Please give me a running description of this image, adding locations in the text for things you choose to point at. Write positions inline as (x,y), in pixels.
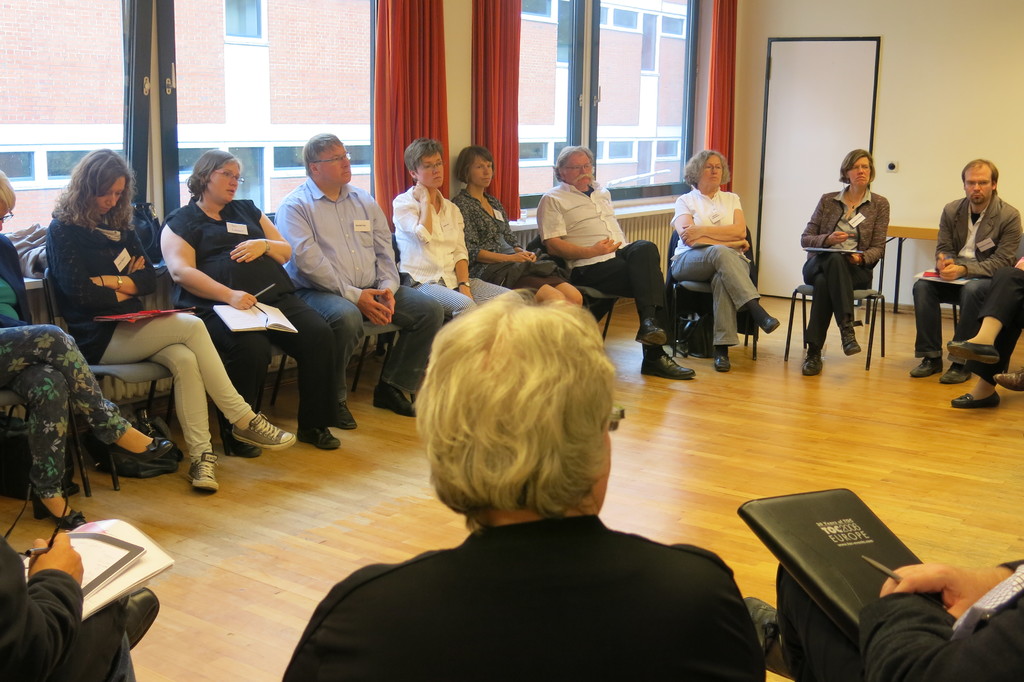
In this picture I can see the table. I can see a number of people (521,343) sitting on the chairs (787,341). I can see glass windows (254,74). I can see the curtains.
